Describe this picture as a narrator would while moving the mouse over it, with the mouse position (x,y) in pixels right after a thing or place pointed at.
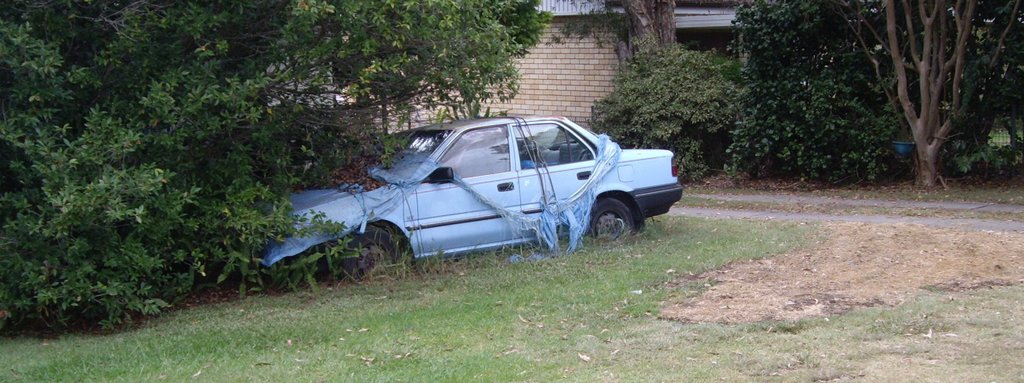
In this picture I can see building (572,54), trees (761,1) and I can see a car (432,197) and grass (486,280) on the ground (421,294).
